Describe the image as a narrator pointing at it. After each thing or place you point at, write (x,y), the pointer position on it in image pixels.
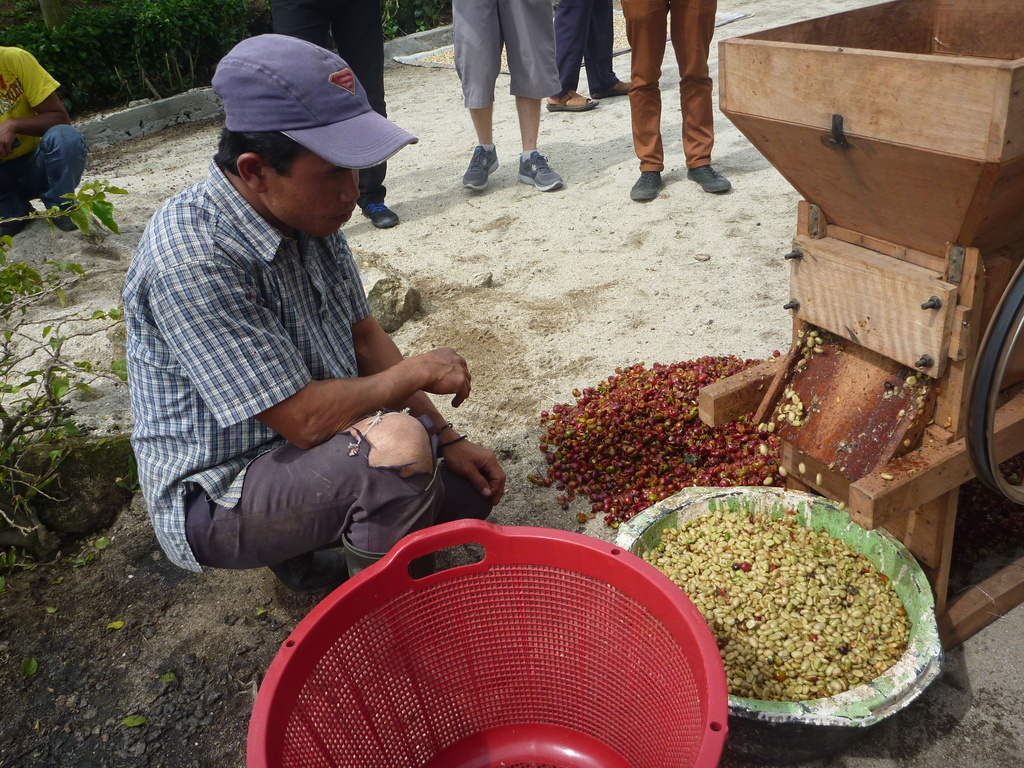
In this image we can see many legs (652,88) of few people (578,100) at the top of the image (638,193). There is a person (48,163) at the left side of the image (42,167). We can see a person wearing a cap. There are some products (744,589) in an object (906,656). There is a bin (496,677) in the image. There is a machine (856,314) at the right side of the image (843,318). There are many plants (205,39) in the image.
